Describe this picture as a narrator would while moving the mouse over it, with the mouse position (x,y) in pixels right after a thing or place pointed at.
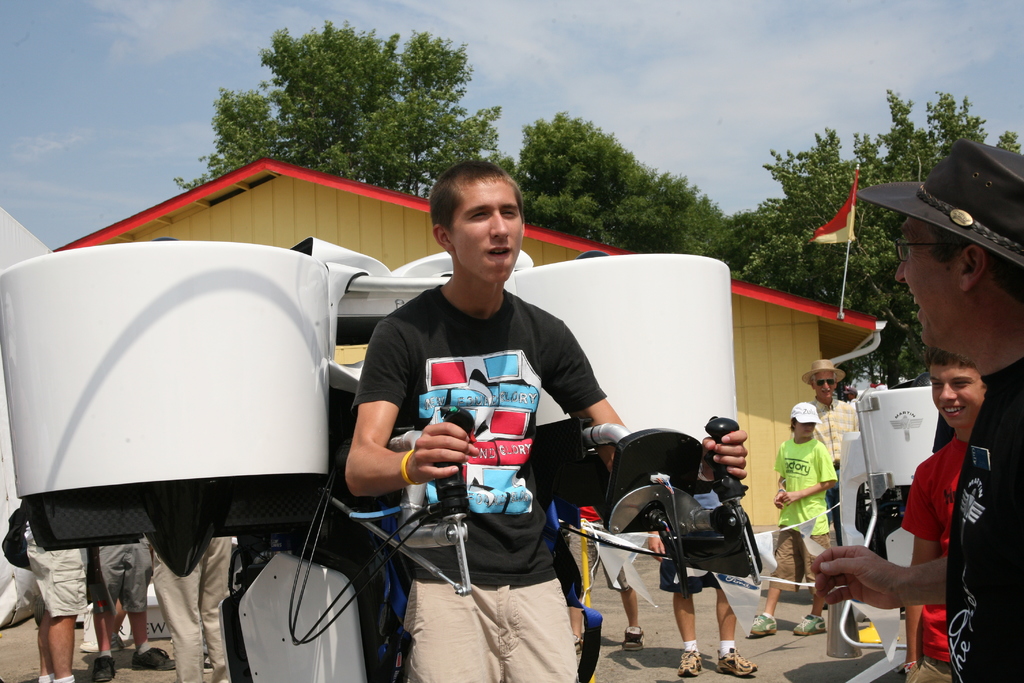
There is a person (469,366) holding something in the hand (442,447). Behind him there is a machine (300,496). In front of him some people (963,475) are standing. Person (961,266) on the right (956,204) is wearing hat (940,227) and specs (924,244). In the back (804,450) there are many people (793,456). And a building (814,361) is there. On the building (805,305) there is a pole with flag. In the background (685,187) there are trees (750,216) and sky (648,69).
